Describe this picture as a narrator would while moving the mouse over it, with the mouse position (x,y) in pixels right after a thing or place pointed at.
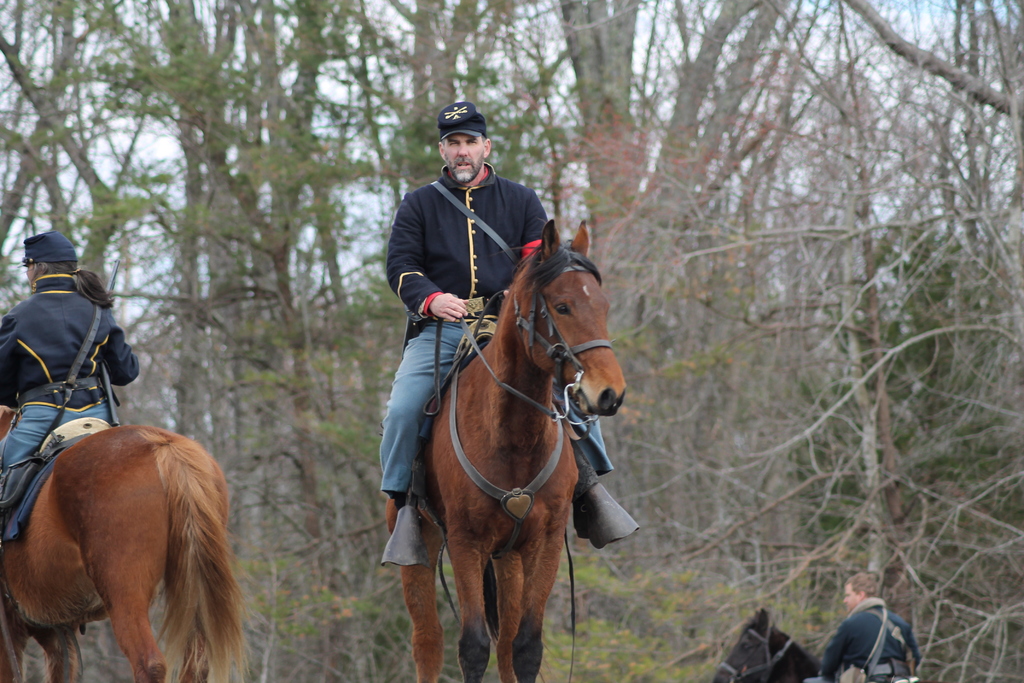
In this image we can see a few people (432,269) riding the horses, there are some trees (241,372) and also we can see the sky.
